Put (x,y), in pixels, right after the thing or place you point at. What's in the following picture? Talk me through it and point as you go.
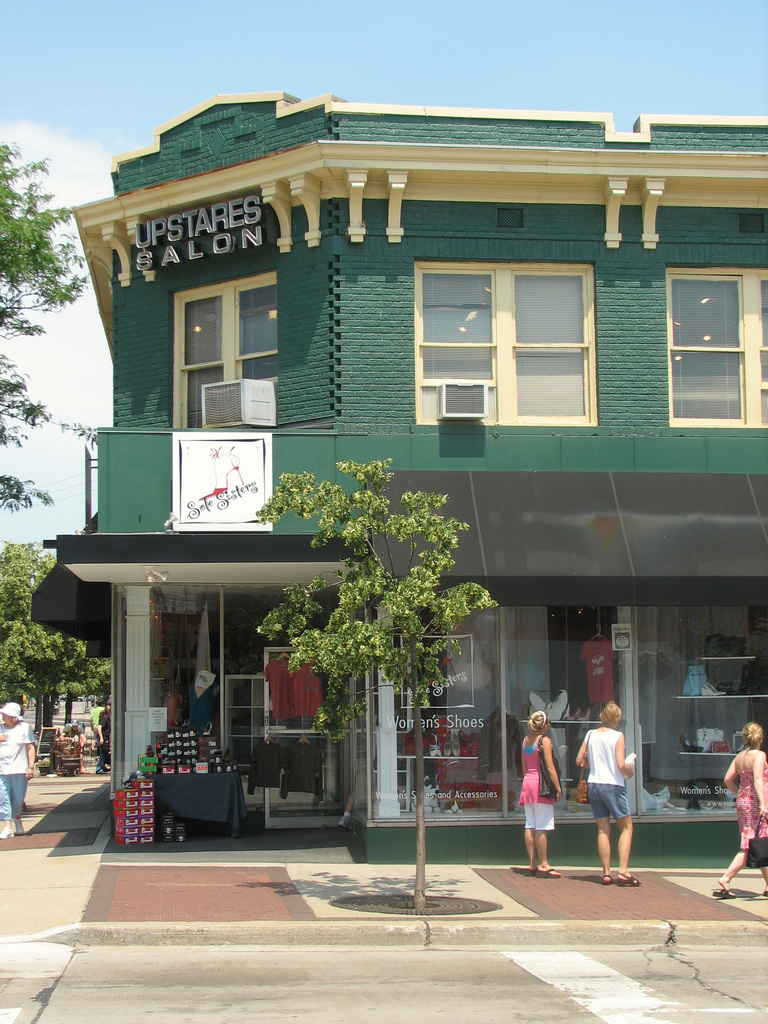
In the middle of the image (305,483) we can see a tree (421,515). Behind the tree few people (100,705) are standing and walking. Behind them there is a building (412,237). Behind the building (401,475) there are some trees (2,202). At the top of the image (9,77) there are some clouds (20,524) and sky (71,35).
